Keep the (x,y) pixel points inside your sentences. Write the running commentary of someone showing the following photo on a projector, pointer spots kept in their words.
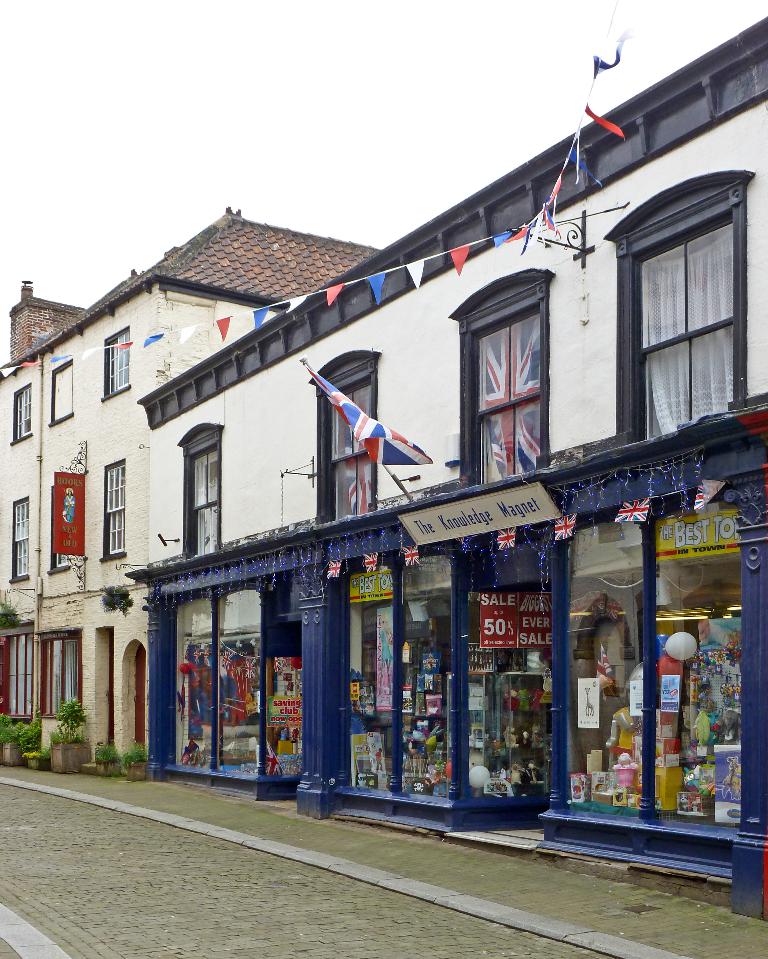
In this picture, there are buildings (384,551) beside the road (195,879). In the building (318,551), there is a store (686,692) with flags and objects (372,745). At the bottom left (32,739), there are plants (26,741). At the top (352,110), there is a sky (331,125).
